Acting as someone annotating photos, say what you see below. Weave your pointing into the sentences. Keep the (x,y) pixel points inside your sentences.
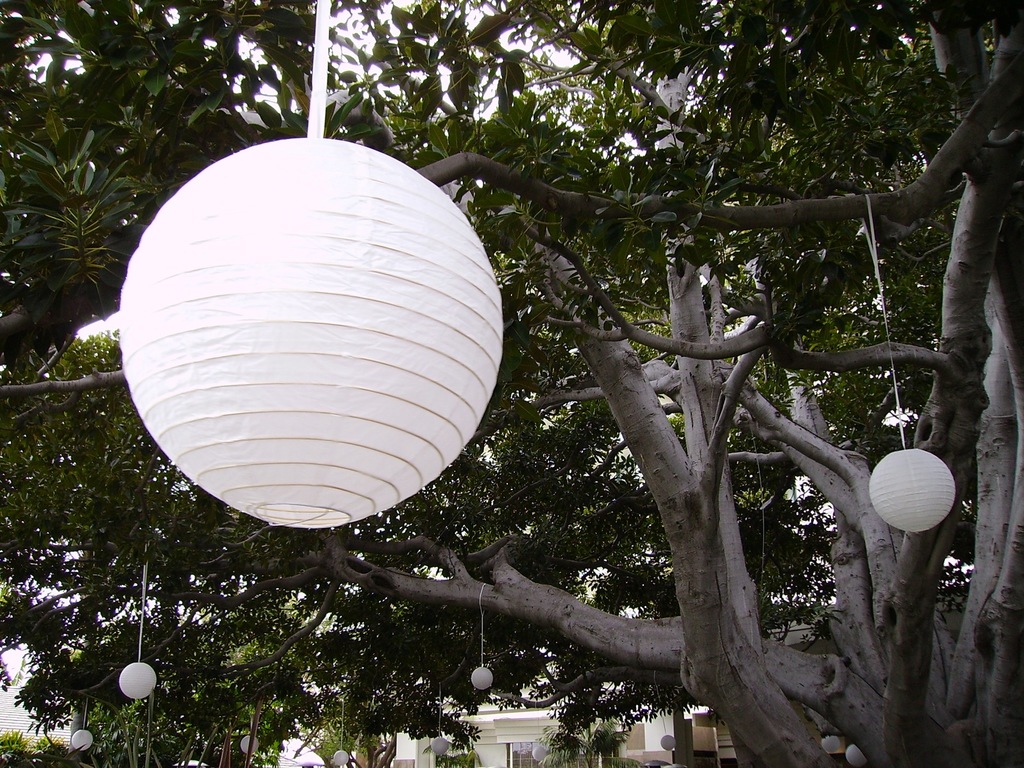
In this image there are a few decorative lamps (276,437) hanging from the branches (807,459) of a tree (606,381), in the background of the image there is a building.
